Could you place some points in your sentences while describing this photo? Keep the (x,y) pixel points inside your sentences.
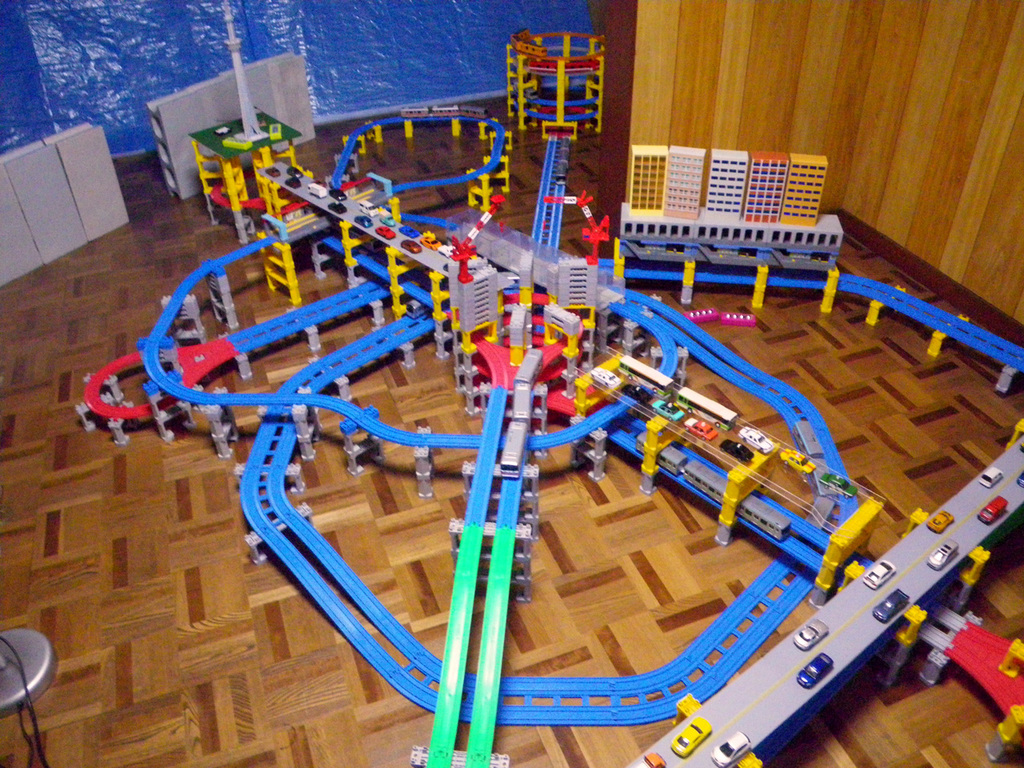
In this image I see the miniature of the toy set (428,224) and it is on the floor (301,274) and I see the wall (703,69).
